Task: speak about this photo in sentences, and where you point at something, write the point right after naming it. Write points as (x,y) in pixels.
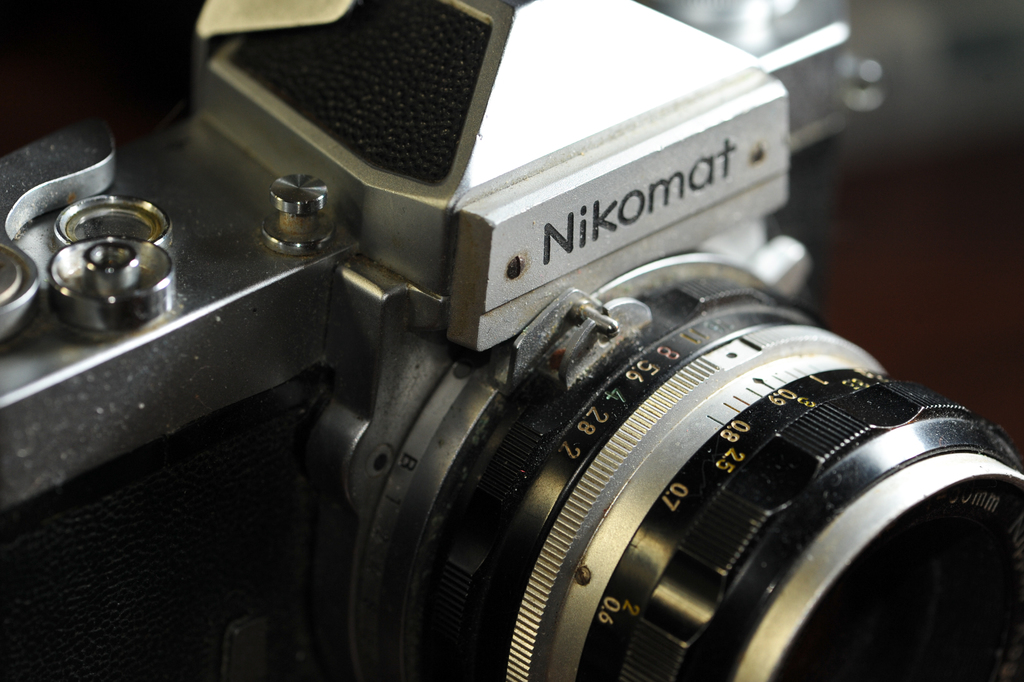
In this picture I can see the camera (404,268).
